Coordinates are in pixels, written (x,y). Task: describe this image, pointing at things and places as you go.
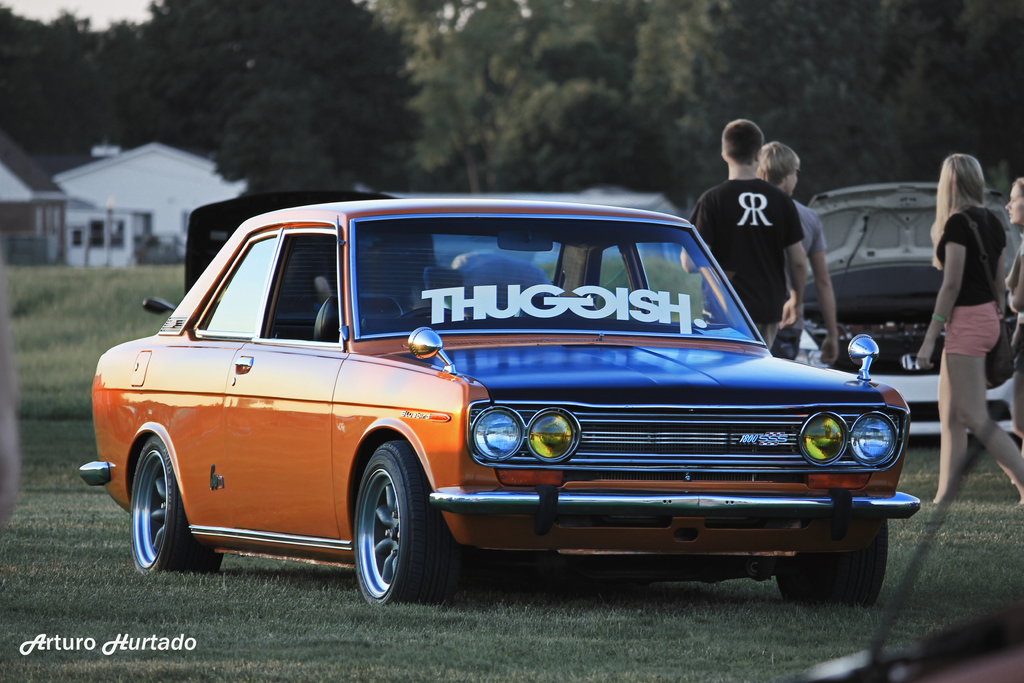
In this picture we can see vehicles (375,518) and some people (717,230) on the grass (67,332) and in the background (135,204) we can see houses (112,187), trees (197,145), sky (96,10).
